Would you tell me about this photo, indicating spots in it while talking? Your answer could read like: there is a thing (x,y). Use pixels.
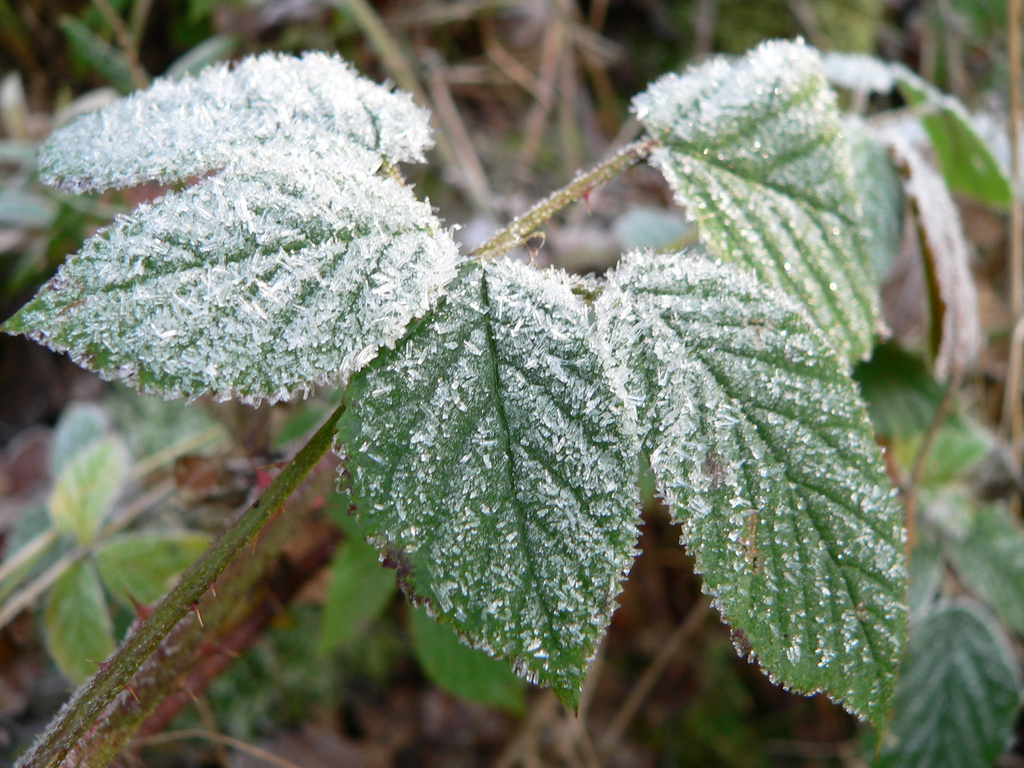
In this image we can see a plant (437,270), there are leaves (761,547), there is a frost (460,402) on it.
